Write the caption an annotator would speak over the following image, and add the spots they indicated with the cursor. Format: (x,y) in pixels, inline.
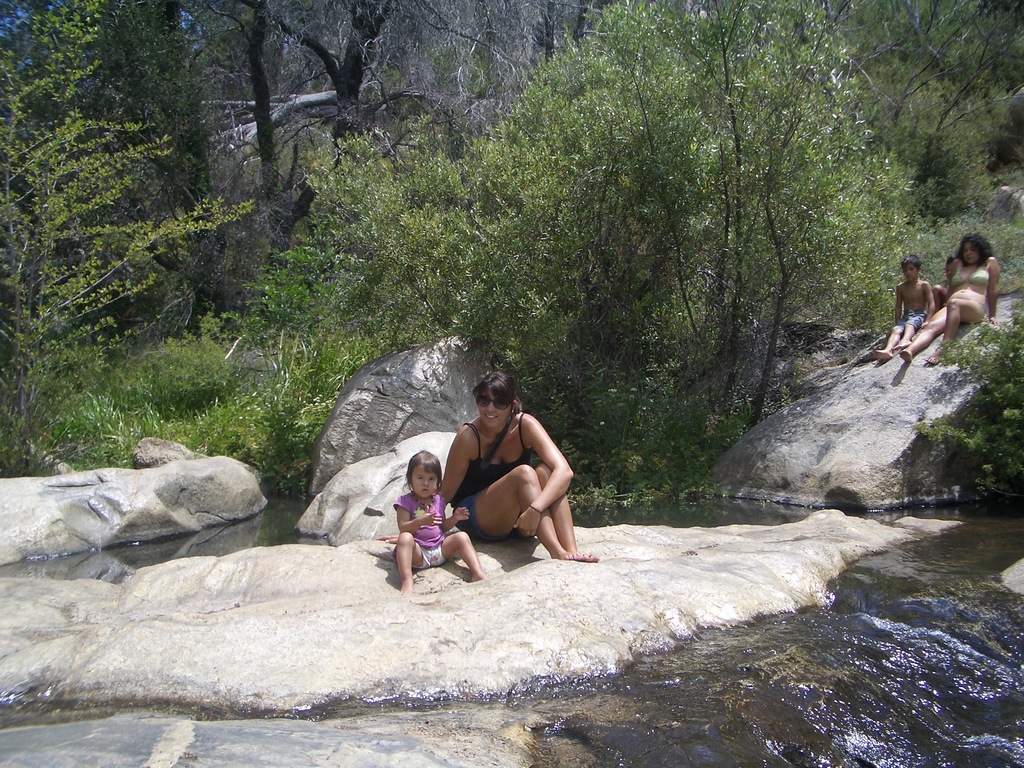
In this image I can see few people (578,552) sitting on the rocks (803,452). I can see one person (507,461) wearing the goggles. To the side of these people (509,440) I can see the water (882,662) and many trees (409,141).
